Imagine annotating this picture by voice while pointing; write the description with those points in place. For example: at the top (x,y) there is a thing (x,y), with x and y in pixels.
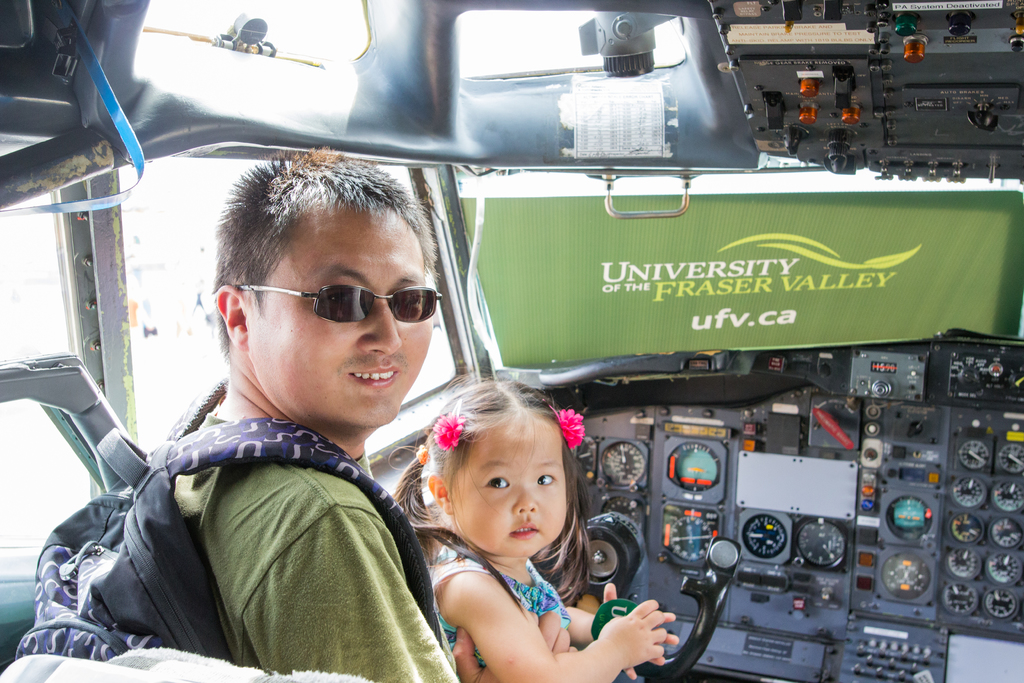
In the picture I can see a man (308,371) and a girl (541,560) are sitting. The man (345,597) is wearing a bag (226,452), a t-shirt (201,478) and shades (318,310). Here I can see some meters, buttons (864,502) and some other objects (789,381).
